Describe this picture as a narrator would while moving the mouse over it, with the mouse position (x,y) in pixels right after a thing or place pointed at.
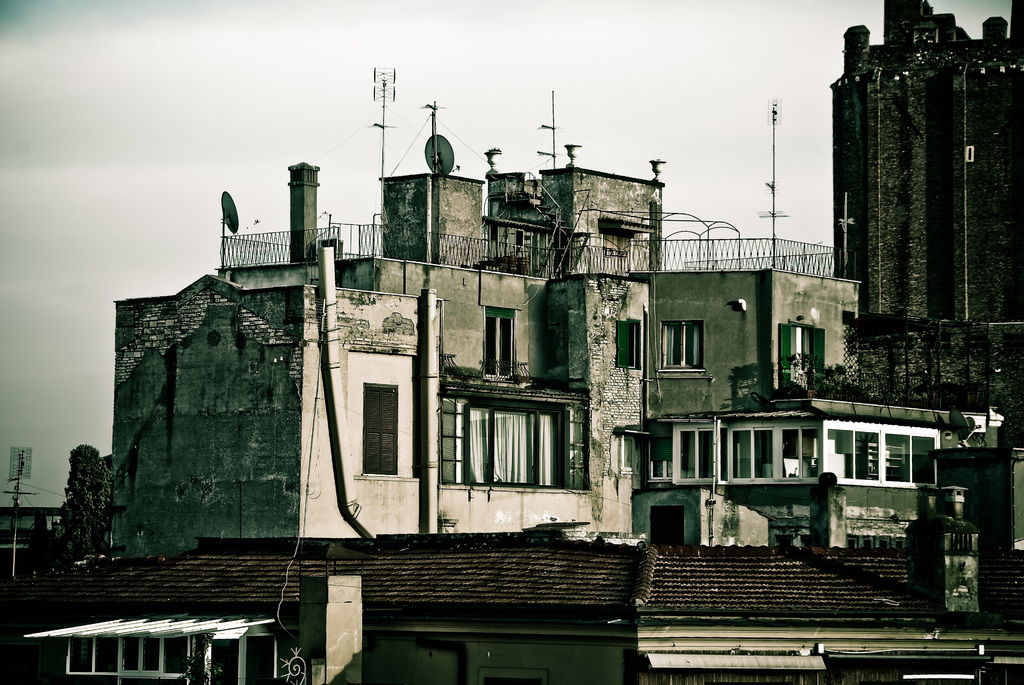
In this image I can see few buildings (817,297), few glass windows (470,415). Background (805,163) I can see few poles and I can also see the railing (481,251) and the sky (73,135) is in white color.
